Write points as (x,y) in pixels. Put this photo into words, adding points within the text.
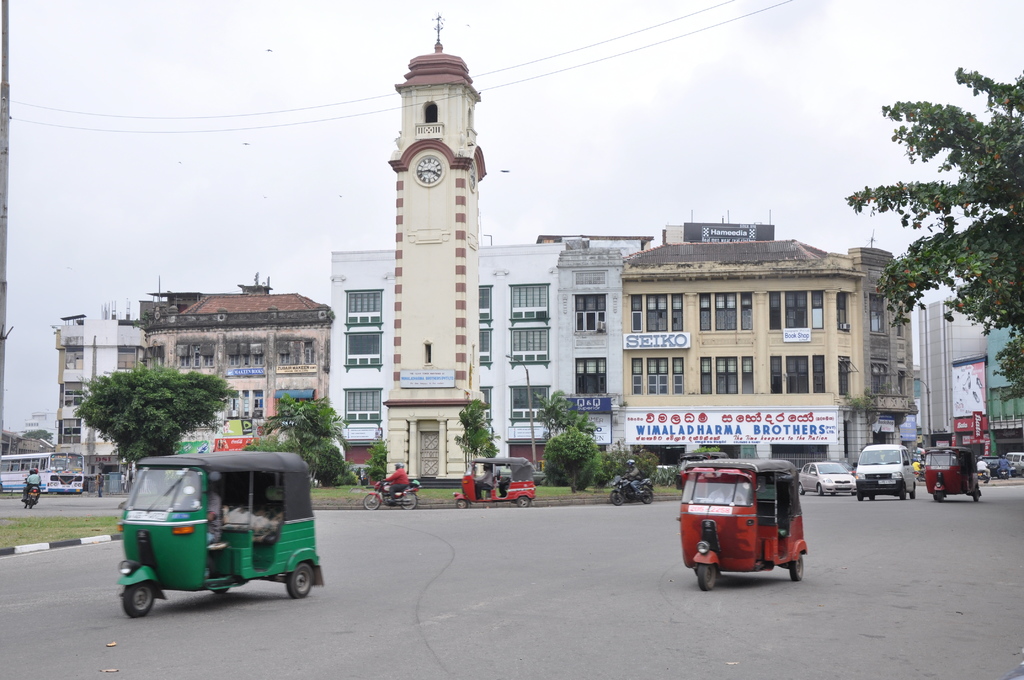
In this image we can see some buildings (551,309) with windows (722,390), signboards (654,419) and some text (736,437) on it. We can also see a group of vehicles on the road (523,538) and some people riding motor vehicles (508,494). We can also see some poles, wires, trees (617,460), a clock tower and the sky (728,146) which looks cloudy.
